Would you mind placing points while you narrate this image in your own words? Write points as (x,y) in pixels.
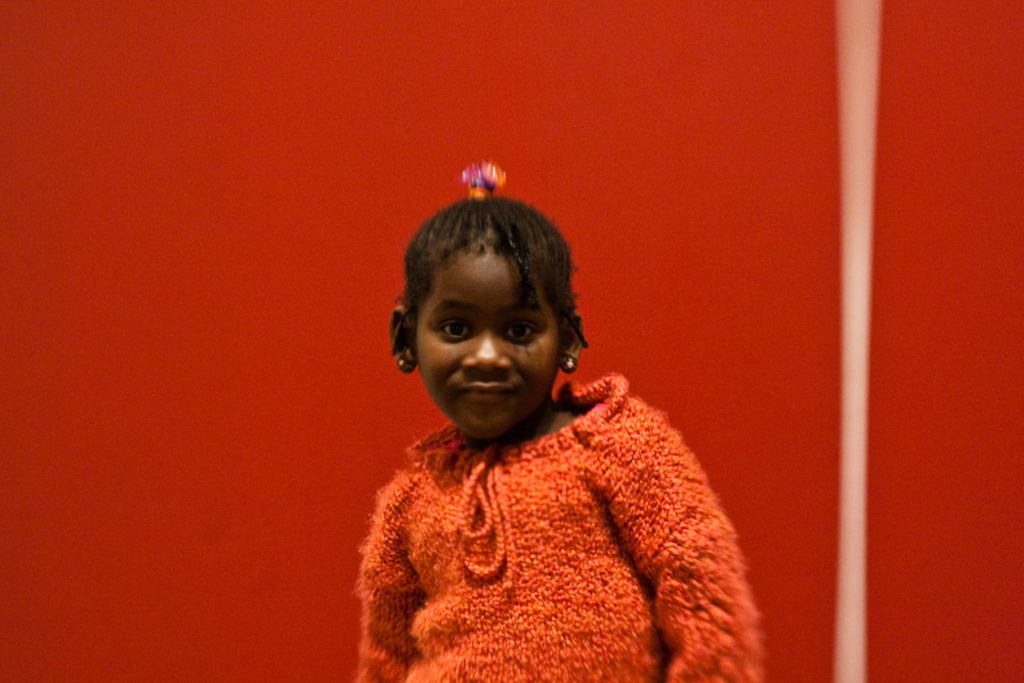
In this picture there is a girl (498,422) who is wearing red dress (602,571). Behind her I can see the red color wall (782,313).
